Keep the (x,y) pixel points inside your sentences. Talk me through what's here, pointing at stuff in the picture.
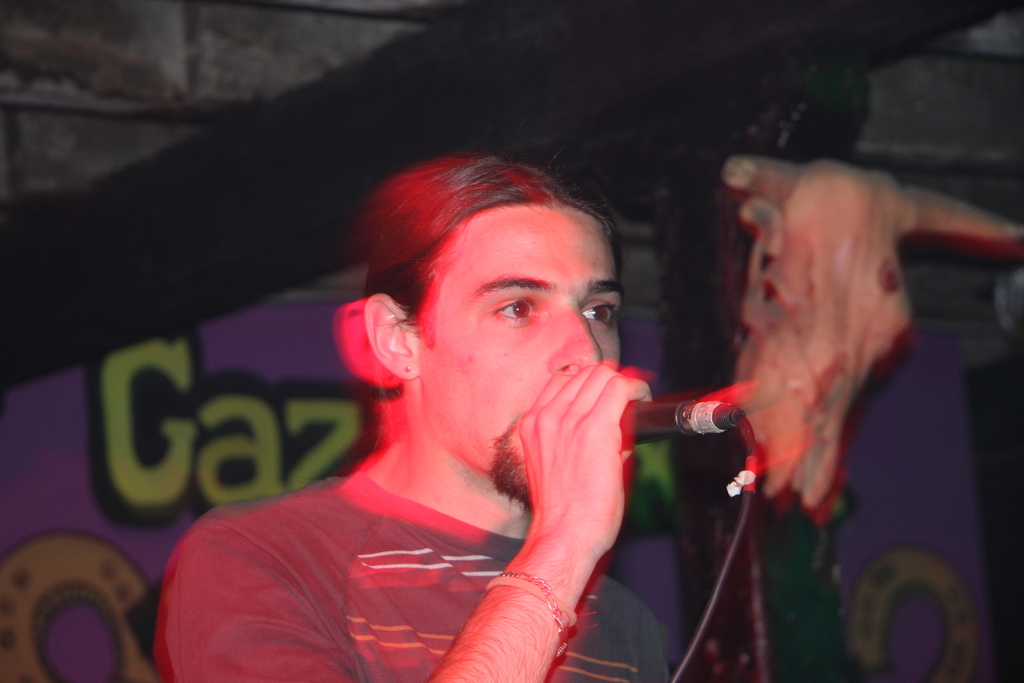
In this picture there is a man (655,671) in the center of the image (391,307), by holding a mic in his hands (549,560) and there is a poster (144,442) in the background area of the image (149,429).
